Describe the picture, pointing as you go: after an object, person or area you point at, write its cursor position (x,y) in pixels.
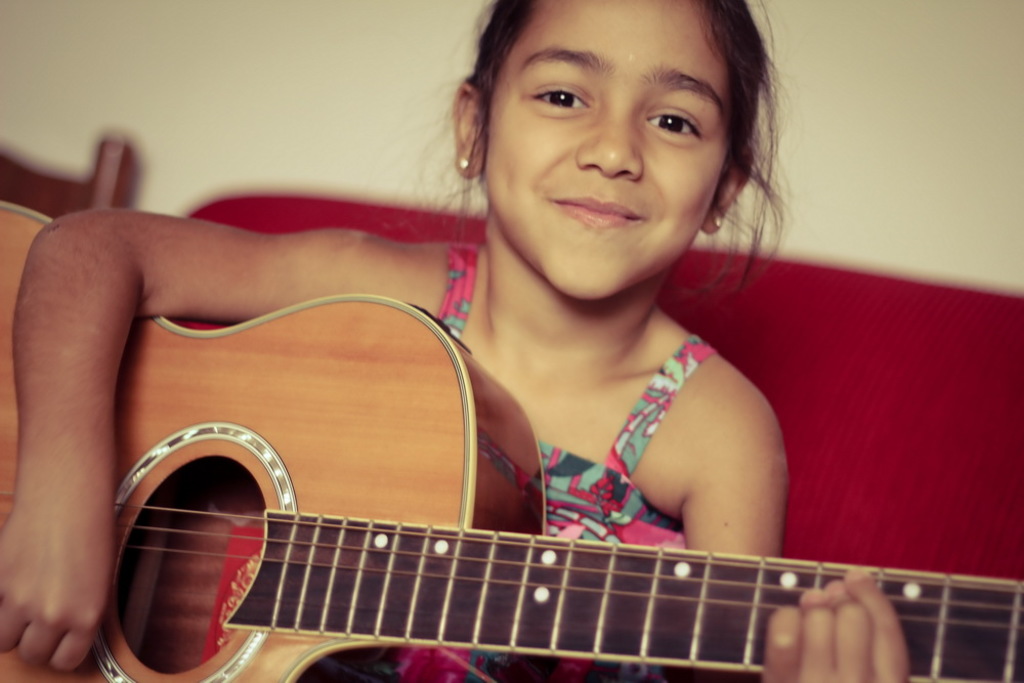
In the center of the image a little girl (802,614) holding guitar (751,605) with a smile (584,215) on her face (605,214) can be seen, she is wearing a pink colored dress (584,514). In the background (838,381) there is a red colored couch (356,212) in which the girl (502,339) is sitting, beside the couch (779,401) on the left side of the image (81,194) there is a chair (87,205), behind the chair (87,205) in the background (257,94) there is wall (442,73).
